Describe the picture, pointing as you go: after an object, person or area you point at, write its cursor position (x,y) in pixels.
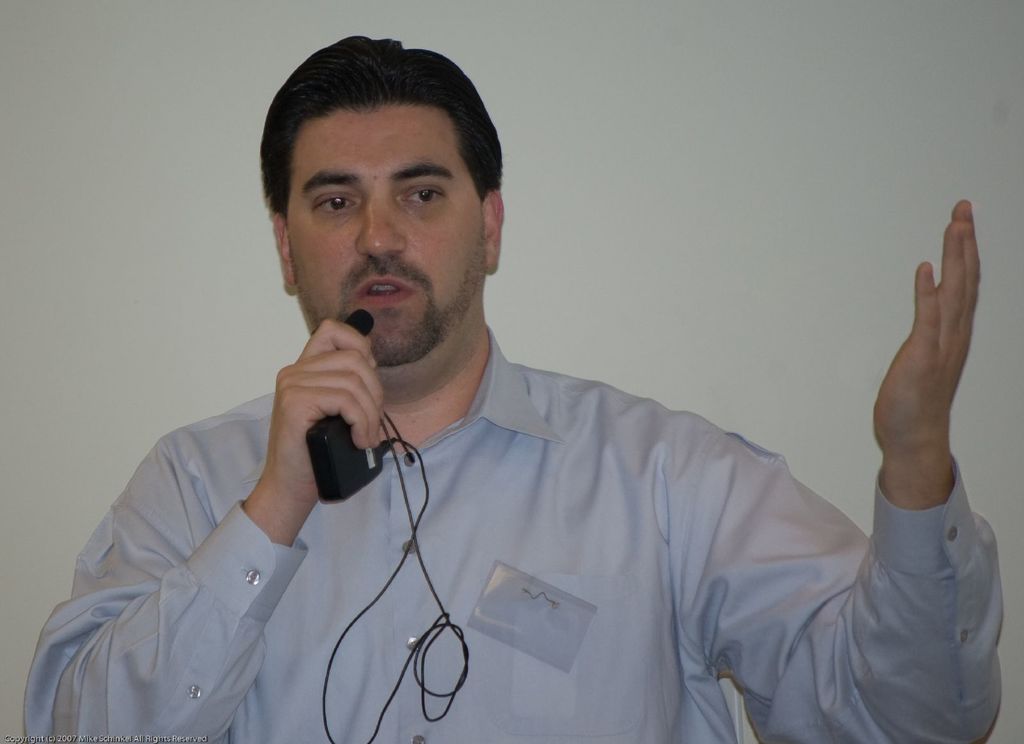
In this image there is a light blue color shirt man (457,583) holding a mike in his hand (274,473), and speaking in mike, and back ground (522,94) there is a wall (674,187).
